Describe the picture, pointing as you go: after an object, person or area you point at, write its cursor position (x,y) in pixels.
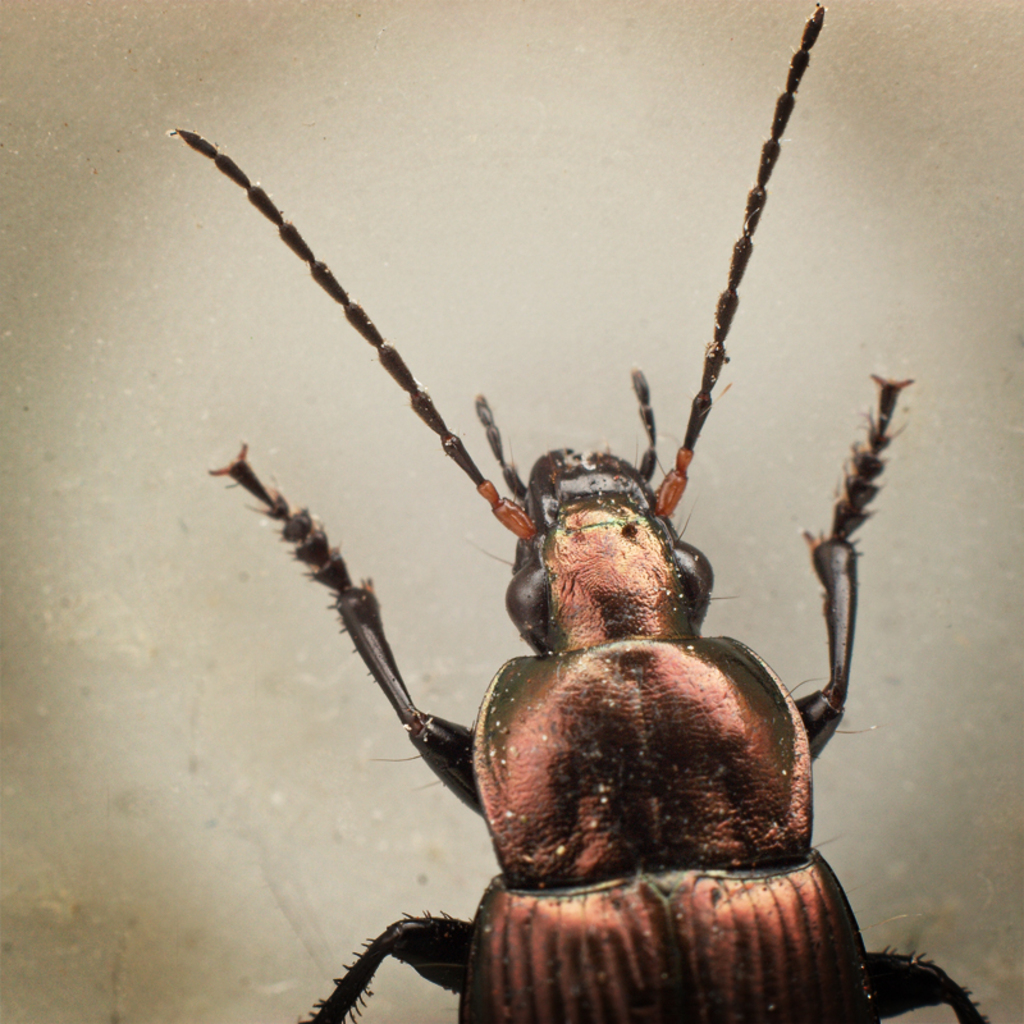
In the image there is a bug (593,736) standing on the floor (116,349).
